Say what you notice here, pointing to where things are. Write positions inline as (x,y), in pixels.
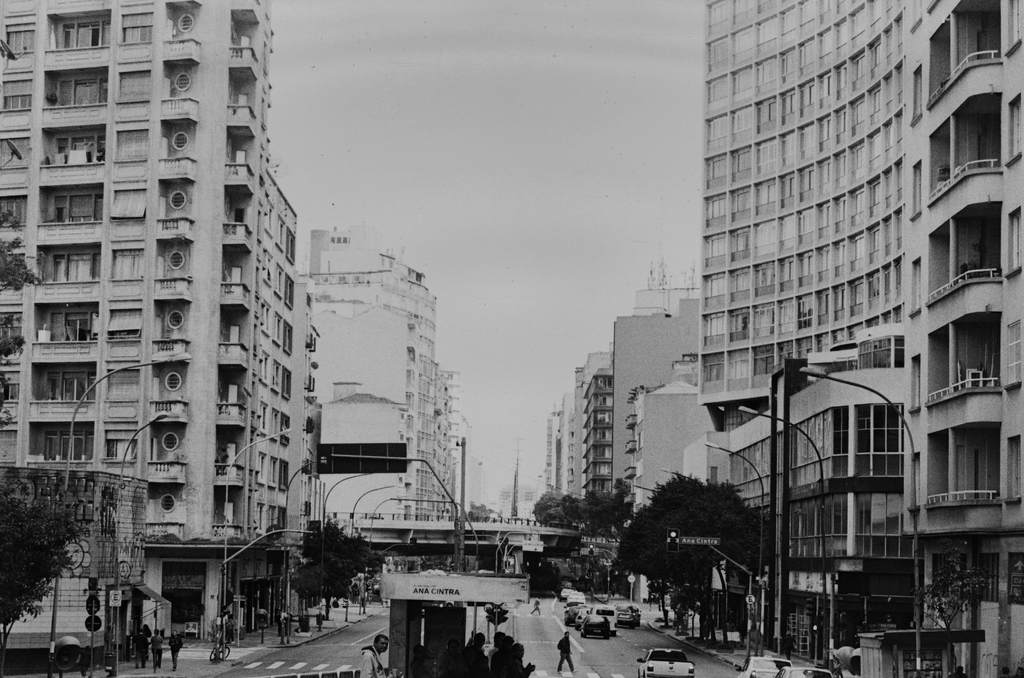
This picture is in black and white. This picture is clicked in the city (279,210). Here, we see people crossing the road (538,641). Beside them, we see cars (571,620) and vehicles (667,658) are moving on the road (635,652). On either side of the picture, we see trees (335,565), buildings (254,515) and street lights (918,604). On either side of the picture, we see people (786,652) walking on the sidewalks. At the bottom of the picture (381,641), we see people (498,669) sitting at the bus stop (456,617). In the background (476,529), we see a bridge (447,535). At the top of the picture (406,197), we see the sky (408,250).
